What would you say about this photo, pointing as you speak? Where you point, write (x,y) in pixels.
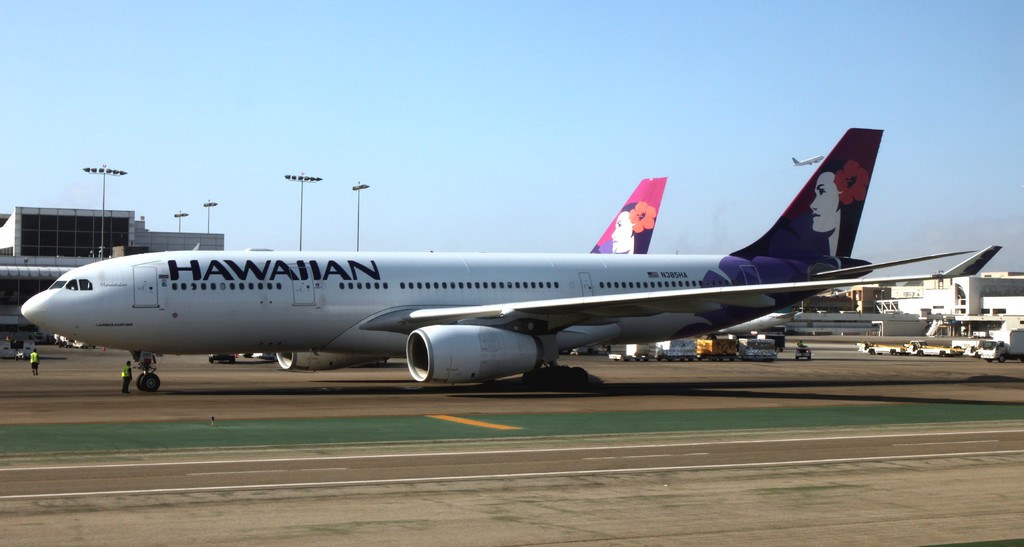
In this image we can see a plane (407,292) with some text (230,276) and an image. Also there are few people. In the background (805,353) there are vehicles (891,344) and buildings (121,244). There are light poles (103,248). In the background (497,90) there is sky (803,79). Also there is a flight (795,160) flying.
